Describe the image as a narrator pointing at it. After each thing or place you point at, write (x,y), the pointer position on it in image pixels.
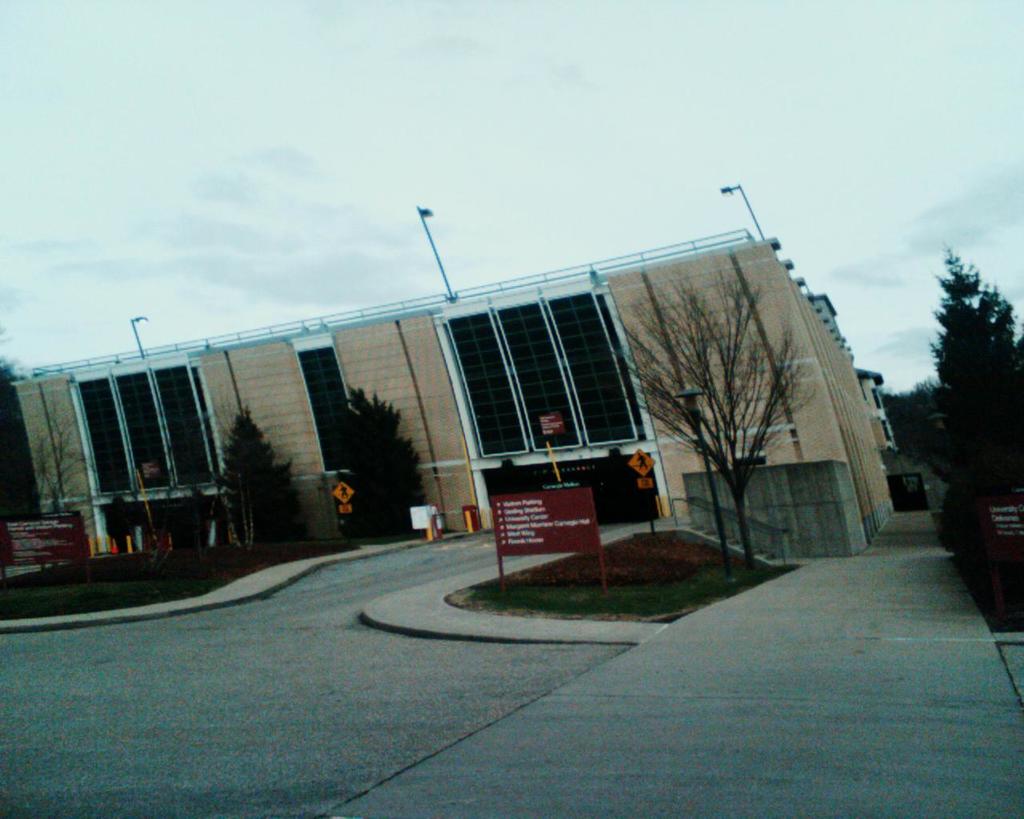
In the middle of the image (648,351) we can see some trees (1010,407), poles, banners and sign boards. Behind them we can see a building (499,443). At the top of the image (860,217) we can see some clouds (70,56) in the sky (56,63).
